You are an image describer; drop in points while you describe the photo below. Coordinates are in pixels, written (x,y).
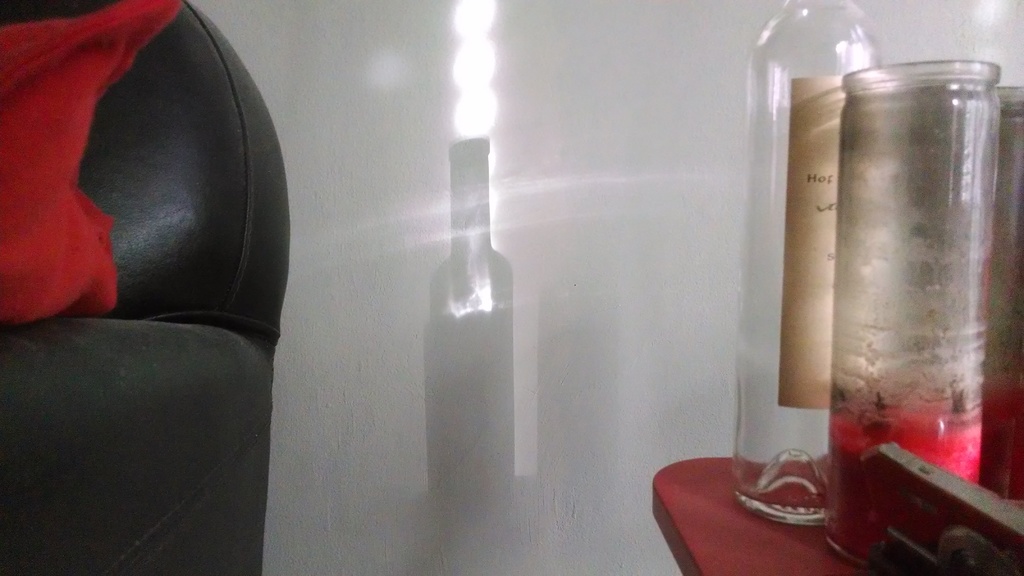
As we can see in the image there is a table (712,508), bottles (968,231) and reflections (475,249) of a bottle (475,281) and lights (470,77).
